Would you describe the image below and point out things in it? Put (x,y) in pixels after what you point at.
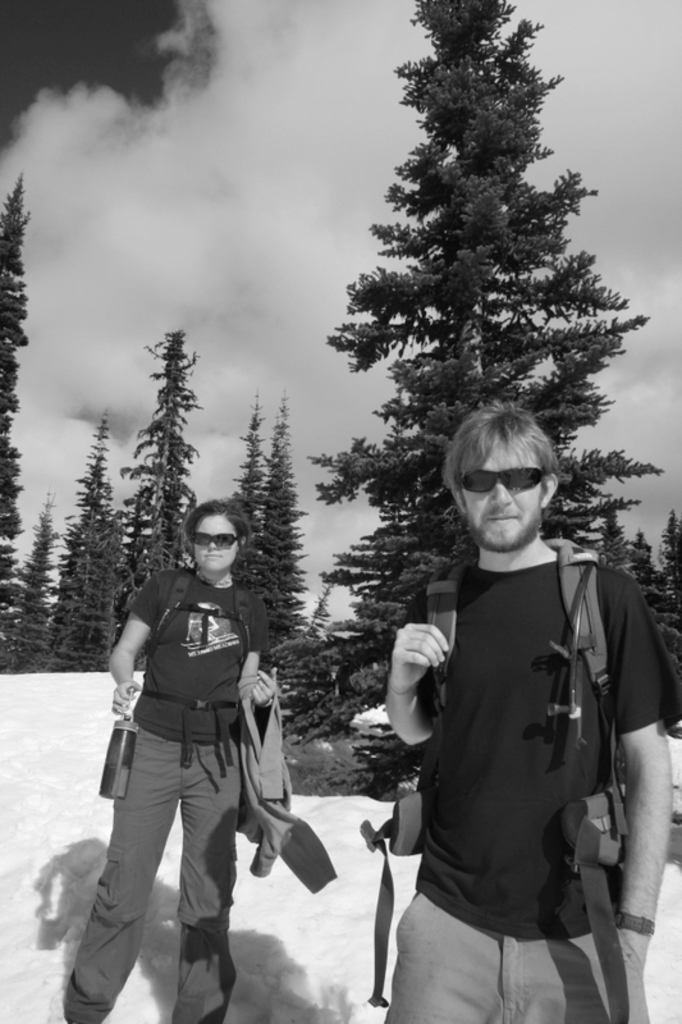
In this image I can see the black and white picture of two persons (188,648) wearing t shirts (501,676), pants (185,961) and bags (451,636) are standing on the snow (87,847). In the background (364,753) I can see few trees (394,452), the snow (75,679) and the sky (165,215).
